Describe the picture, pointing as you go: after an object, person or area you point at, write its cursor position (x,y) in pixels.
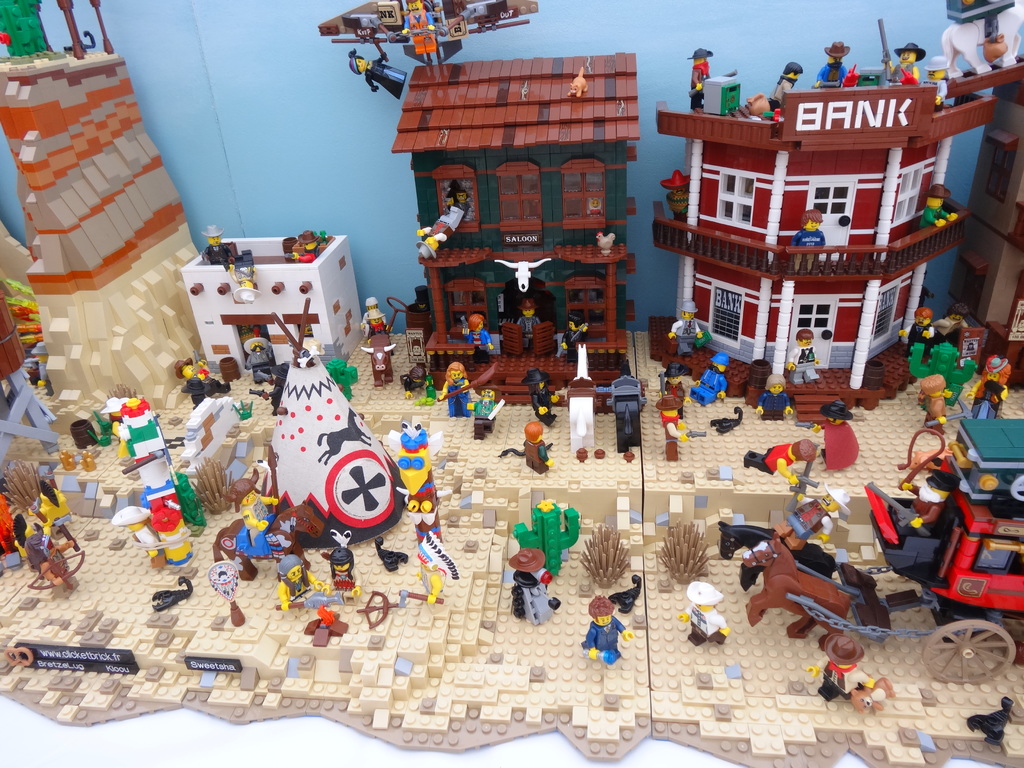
This is the LEGO puzzle (183,605). I can see a horse cart (802,597). This is the building (537,196) with windows (600,198). I can see a small house (327,301). There are few people (280,579) standing and few people (798,522) walking. This looks like a bank (783,368) as on the board (888,136). These are the plants (567,539). I can see an animal (381,349) walking.
